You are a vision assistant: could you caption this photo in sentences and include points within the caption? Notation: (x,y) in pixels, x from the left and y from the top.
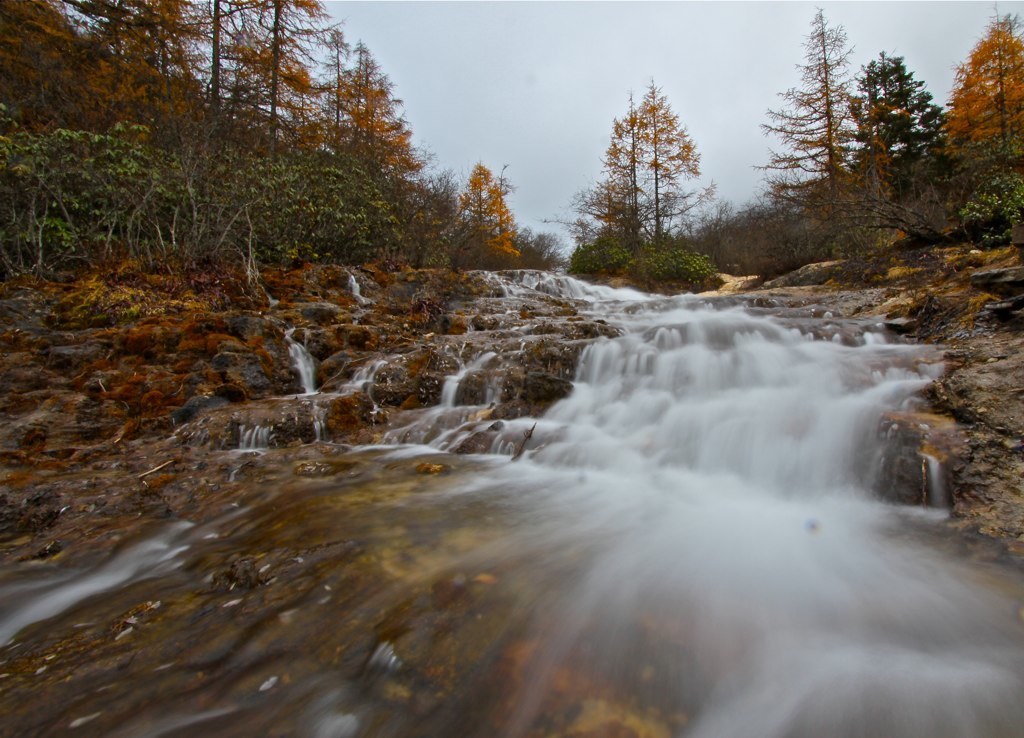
In this image we can see water flows (653,372), trees (475,265), plants (486,263) and sky (596,83).
